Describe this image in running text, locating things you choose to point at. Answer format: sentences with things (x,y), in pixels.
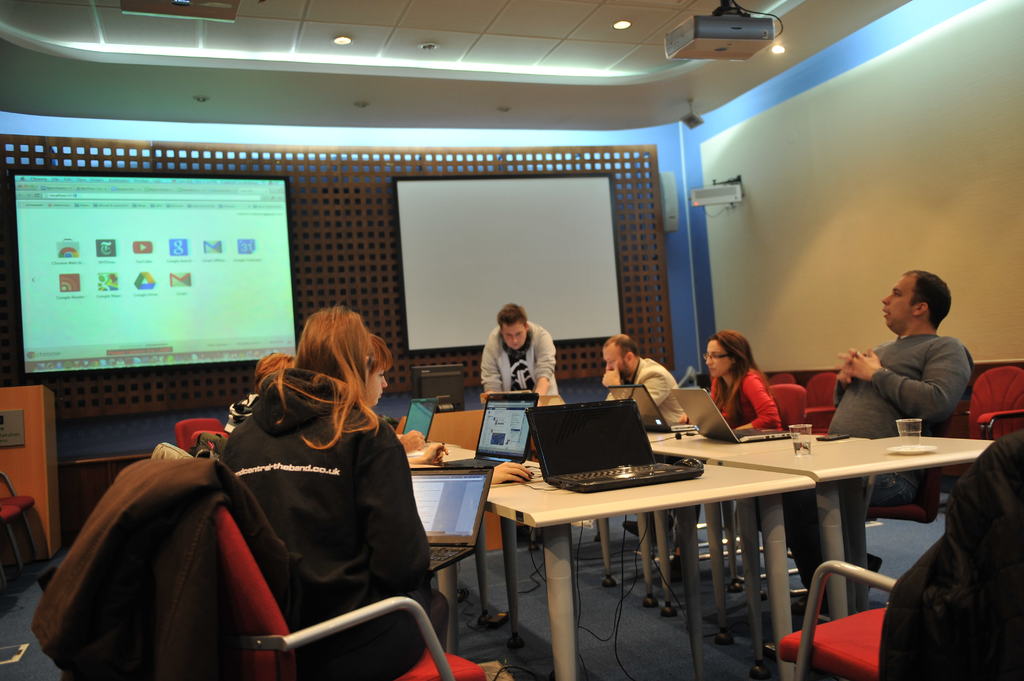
In the image we can see there are lot of people (617,362) who are sitting on chair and in front table (473,449) there are laptops (457,488).
